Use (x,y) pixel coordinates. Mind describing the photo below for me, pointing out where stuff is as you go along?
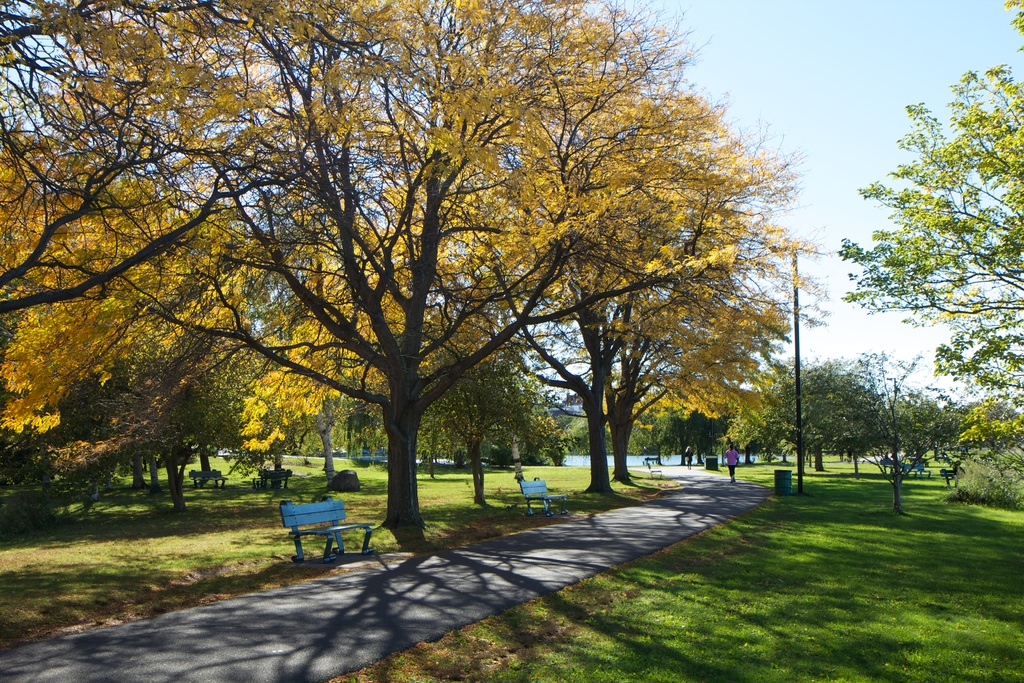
The image might be taken in a park (423,311). In the foreground of the picture (419,456) we can see trees (54,429), benches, grass (925,526), dustbin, pole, road (709,517) and other objects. In the middle of the picture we can see a person (729,459) walking on the road (703,479). In the background (607,457) there is a water body (641,463). At the top (755,74) there is sky (859,223).
